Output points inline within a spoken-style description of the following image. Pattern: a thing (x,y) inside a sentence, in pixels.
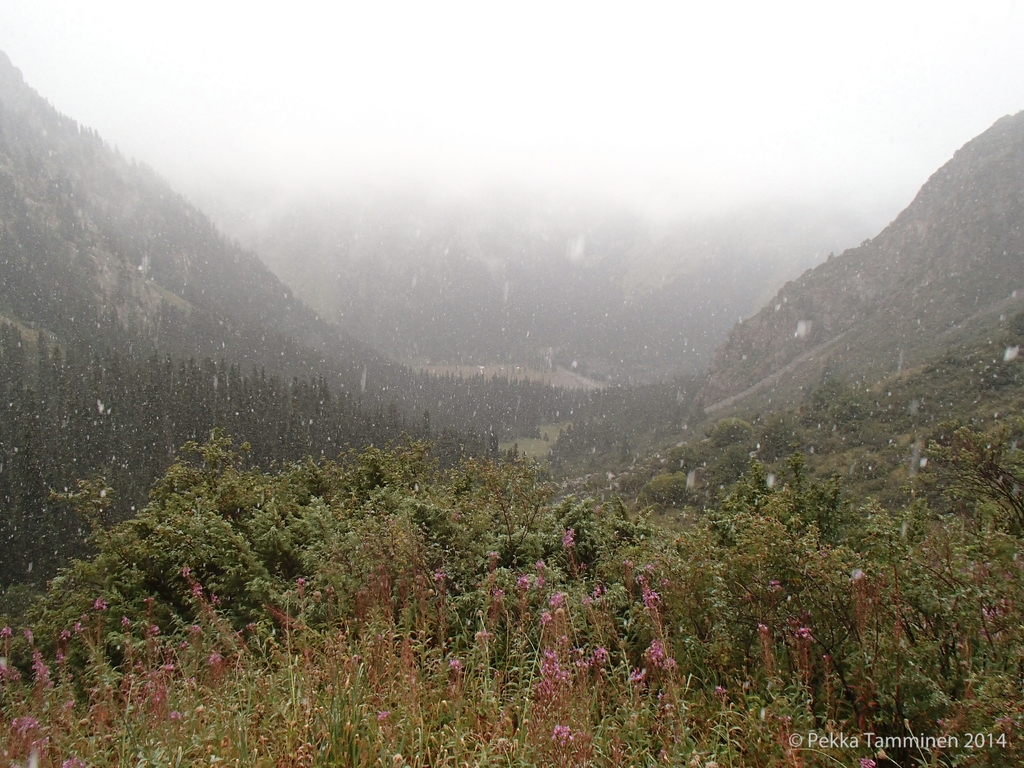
In this image we can see some plants (496,563), trees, flowers (525,577), snow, mountains (41,248) and the sky (959,2).
